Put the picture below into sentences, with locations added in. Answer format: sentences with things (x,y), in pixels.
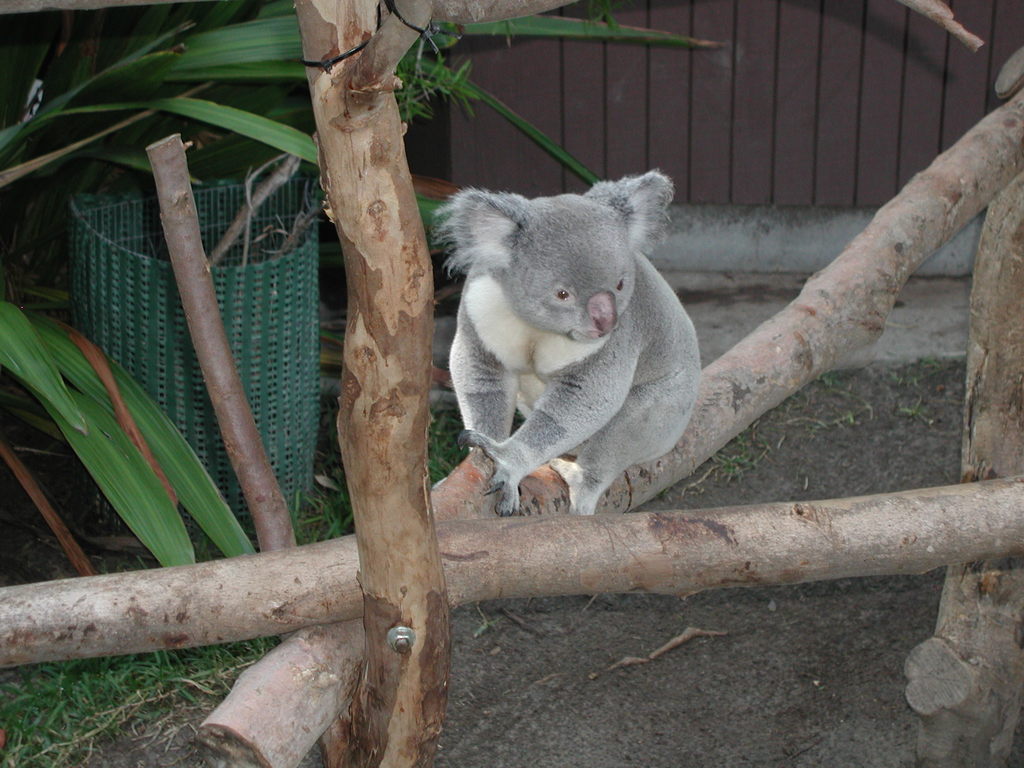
There is a koala (698,374) in the center of the image (497,291) on a branch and there are branches (130,588) in the foreground area (755,547). There is a wooden wall (599,101) in the background area (640,9), there is grassland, plant (164,486) and green color net (232,270) on the left side (127,498).
